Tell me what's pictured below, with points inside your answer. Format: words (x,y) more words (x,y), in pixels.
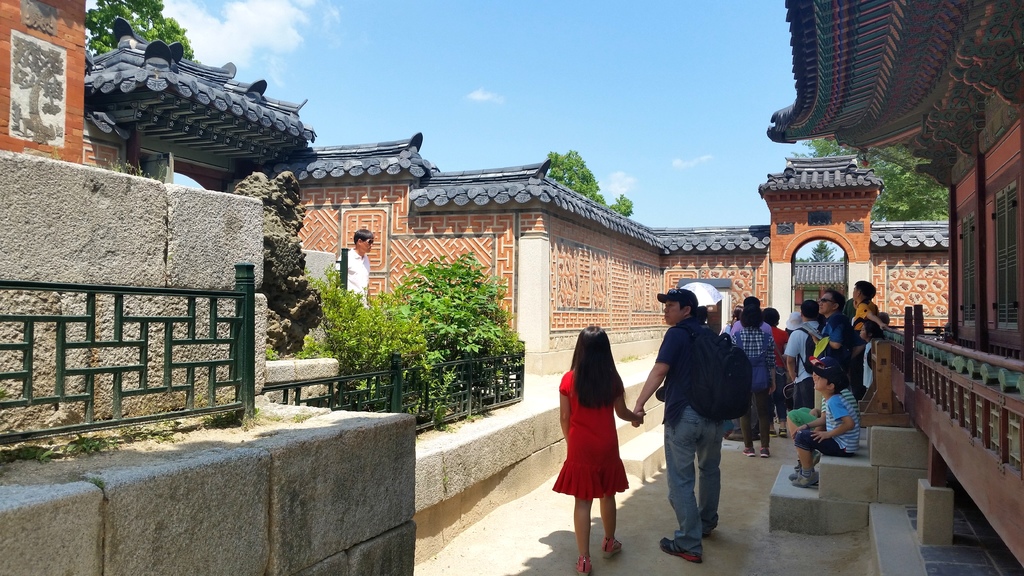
There are many people (612,362). Some are wearing caps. On the right side (958,221) there is a building (959,319) with steps (892,435). On the left side (208,377) there are railings (358,390), plants (396,323) and a building (407,204) with brick wall (503,241). In the background (412,64) there are trees (145,35) and sky (446,88) with clouds (276,39). Also there is an arch (783,245) in the background (799,238).
